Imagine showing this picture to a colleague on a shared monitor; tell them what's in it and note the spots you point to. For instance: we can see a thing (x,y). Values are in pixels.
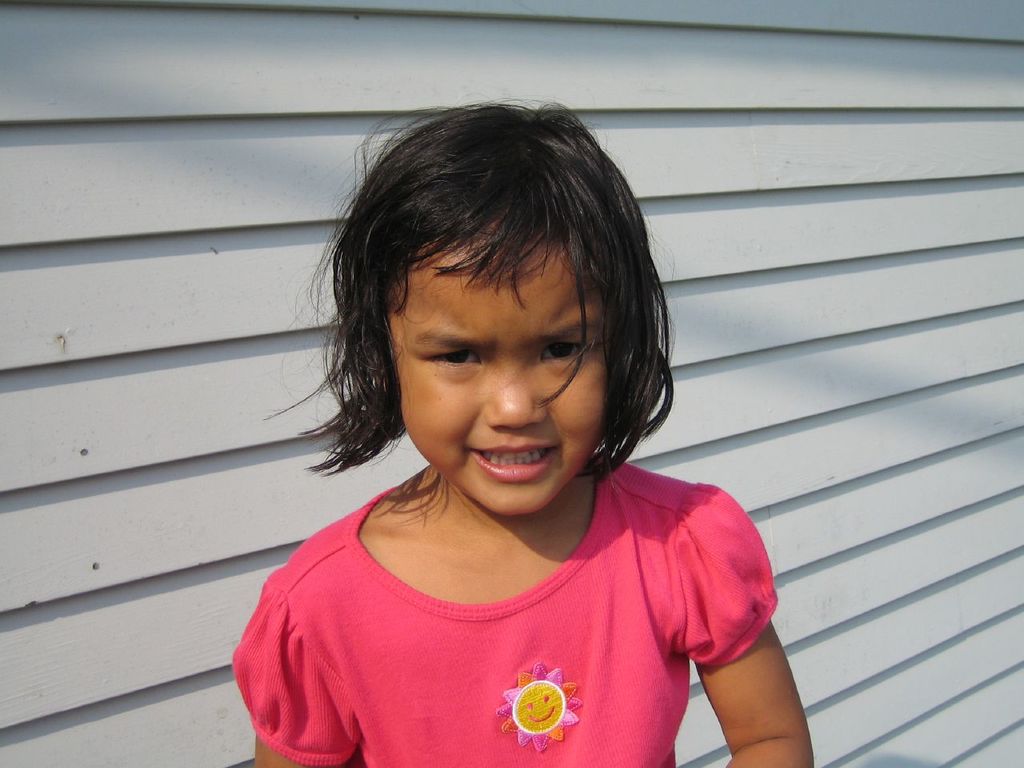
In this image, we can see a person (436,722). In the background (776,478), we can see the wall (765,395).
